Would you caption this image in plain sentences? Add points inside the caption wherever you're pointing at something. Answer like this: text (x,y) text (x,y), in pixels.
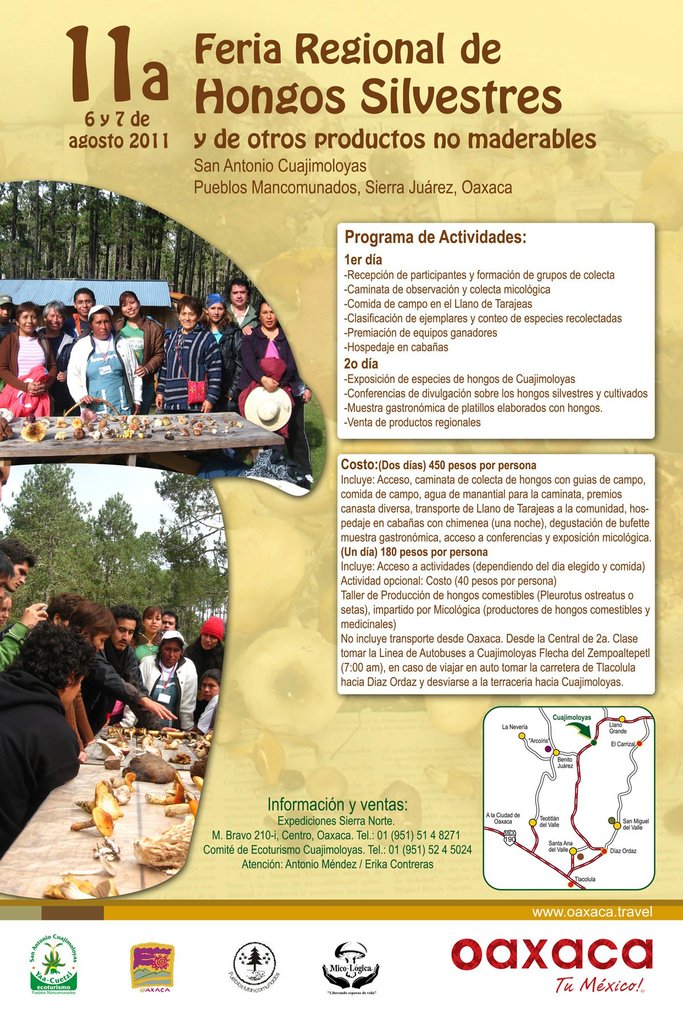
In this image, we can see an advertisement (303,279) contains two pictures (92,353) and some text (491,665). In these two pictures (214,404), we can see a group of people (59,407) wearing clothes (84,351) and standing in front of the table (101,760).
